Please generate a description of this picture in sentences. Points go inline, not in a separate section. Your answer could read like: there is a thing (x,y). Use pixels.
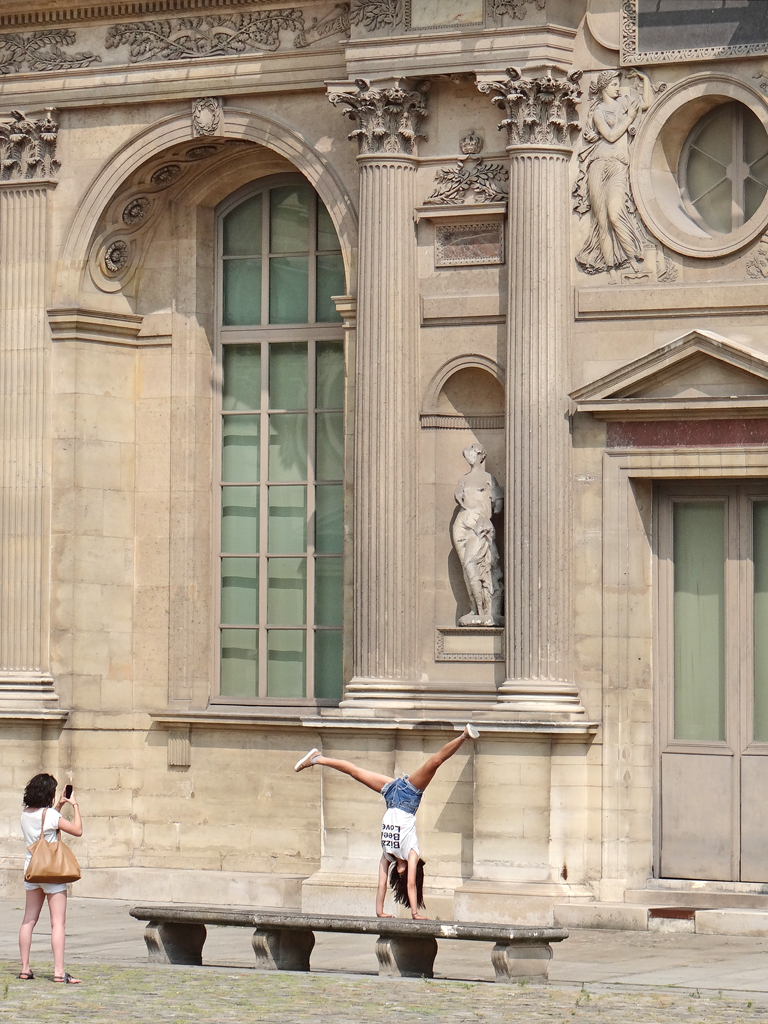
In the foreground (421,933) I can see a person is doing a stunt on a bench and one person (72,828) is standing on grass (43,976) and is holding an object (65,793) in hand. In the background (191,902) I can see sculptures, windows (339,485), pillars (540,473) and a building (419,481). This image is taken may be during a day.
